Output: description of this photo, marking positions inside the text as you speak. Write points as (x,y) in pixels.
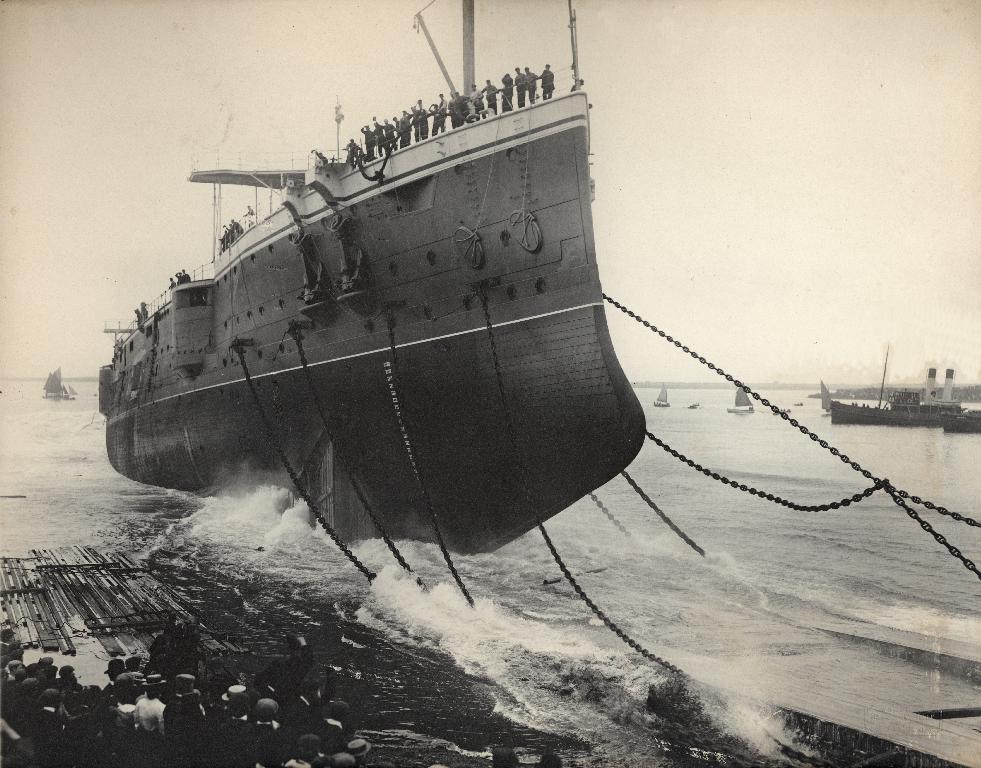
As we can see in the image there are boats (470,441), water (367,707), many people (432,135) here and there and on the top (790,137) there is a sky (800,178).
